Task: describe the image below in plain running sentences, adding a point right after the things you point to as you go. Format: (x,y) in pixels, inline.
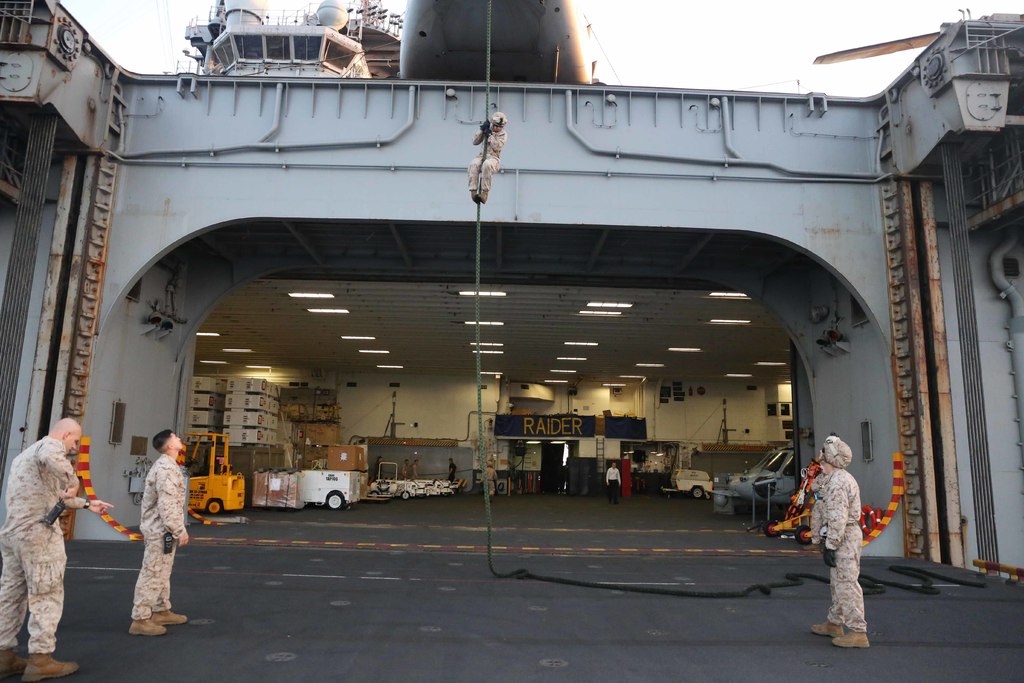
In this image I can see group of people (163,590) standing and I can see the person (484,198) holding the rope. Background (586,426) I can see few vehicles (209,498) and I can also see the board (517,428) attached to the wall (633,392), few lights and the sky (719,45) is in white color.
